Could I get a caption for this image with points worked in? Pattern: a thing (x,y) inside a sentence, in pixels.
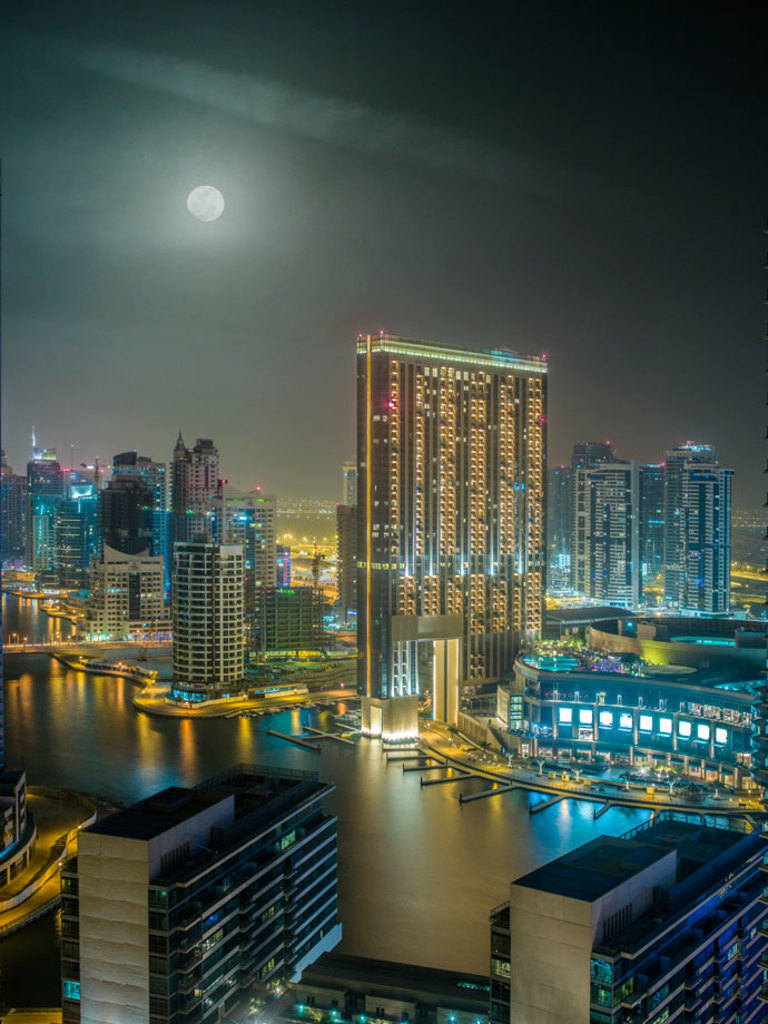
In this picture we can observe number of buildings (393,548). There is a river (393,860) flowing. In the background (339,362) we can observe a sky (310,132) with a moon (196,211).
